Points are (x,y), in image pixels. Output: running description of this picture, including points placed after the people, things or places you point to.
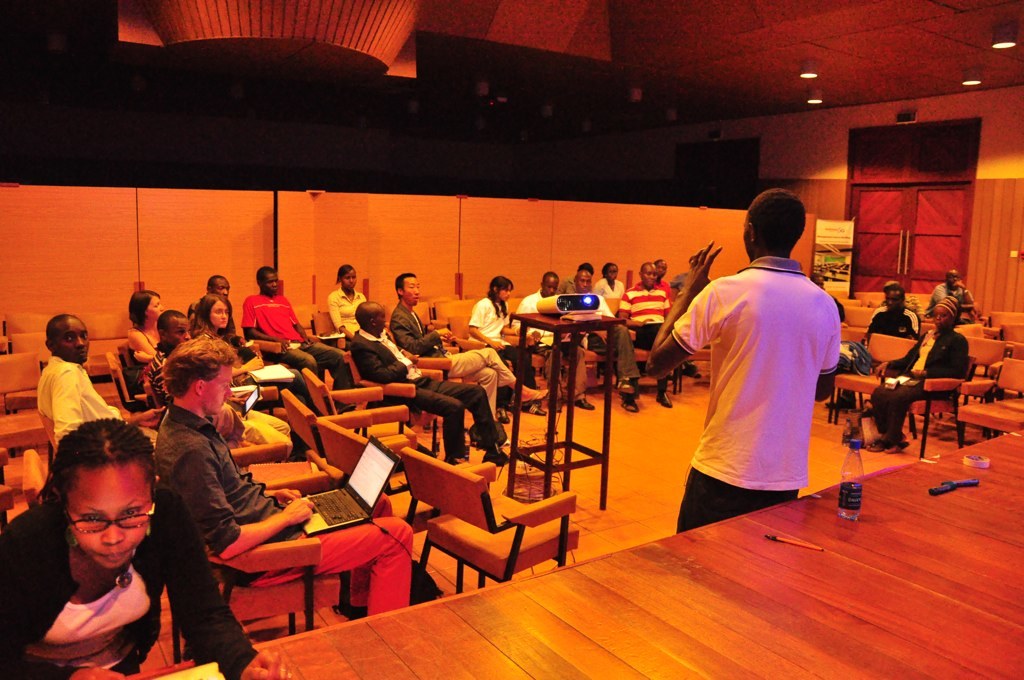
In this picture we can see a group of people (205,450) sitting on chairs (404,438) listening and in between them we have a projector (570,295) on stool (574,410) and a person (713,340) standing and talking and at back of him we can see bottle (856,455), tape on table (525,622) and in the background (420,232) we can see wall (719,233), door (937,199), lights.
